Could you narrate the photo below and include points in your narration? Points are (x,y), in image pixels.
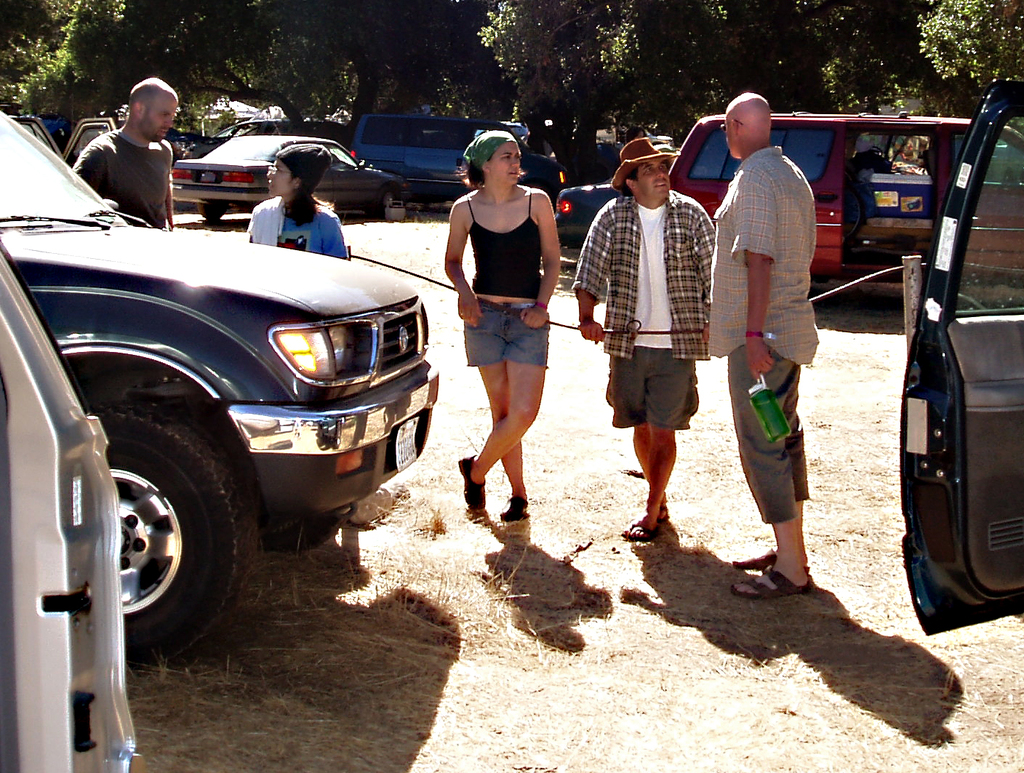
In this image I can see fleets of cars (585,210) and a group of people (682,368) are standing on the ground (837,433). In the background (406,69) I can see trees (553,88) and buildings (222,119). This image is taken may be during a day.
